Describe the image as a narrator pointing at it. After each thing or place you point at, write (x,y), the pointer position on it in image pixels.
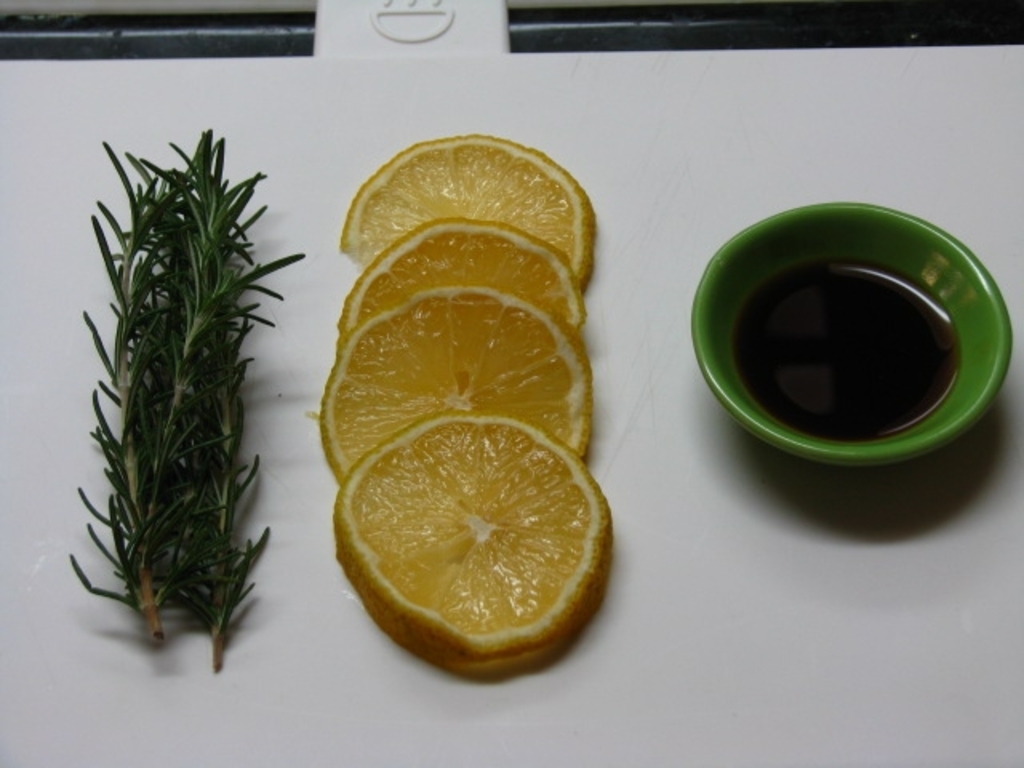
In this image there is a table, on the table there are lemon slices (471,401), a plant (116,312) and some liquid (824,374) in the cup (831,441).
